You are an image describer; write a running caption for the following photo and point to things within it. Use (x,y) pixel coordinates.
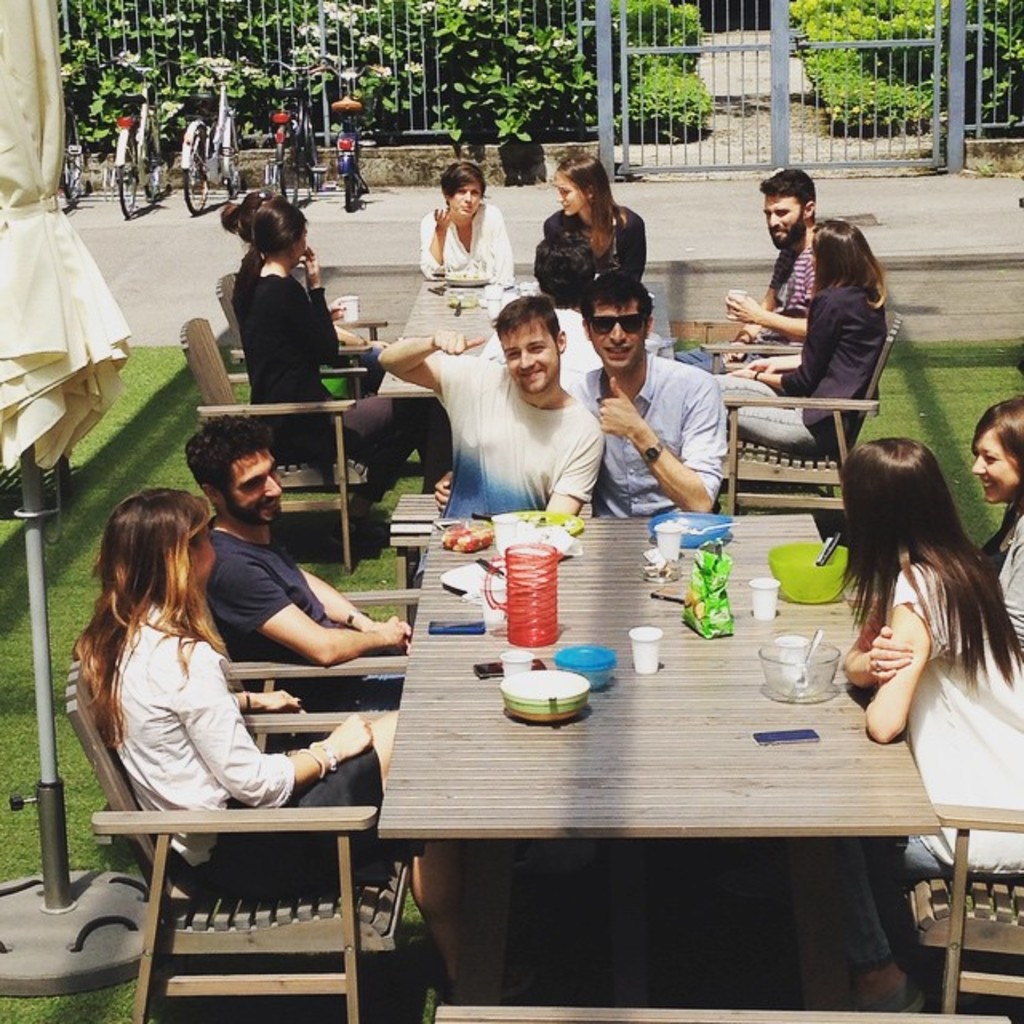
This is an outside View here I can see few people (206,687) are sitting on the chairs (357,669) around the table (477,740). In the background (273,24) I can see few bicycles (296,125) and plants (649,24). On the table (470,617) there are some bowls (602,677), glasses (651,649) and few objects (554,624). On the left side of the image (43,758) I can see a pole (48,783).
